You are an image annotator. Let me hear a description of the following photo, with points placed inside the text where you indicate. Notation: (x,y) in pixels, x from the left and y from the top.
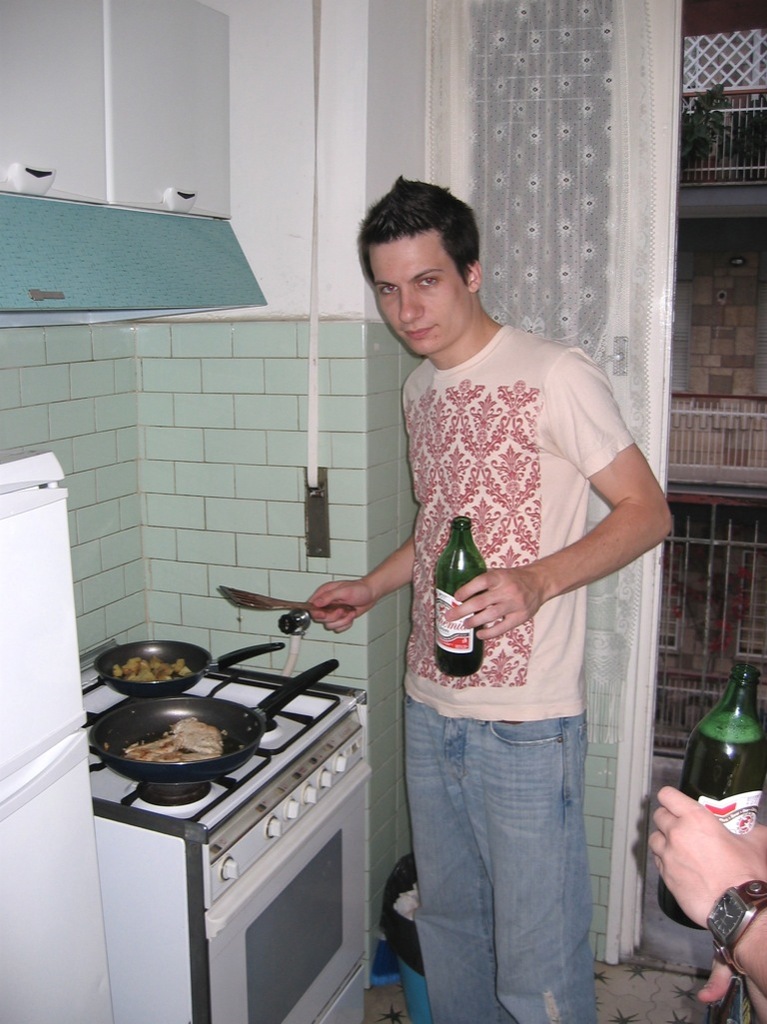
In this image I can see a person (461,206) standing and holding bottle (462,642) and spoon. I can see food (144,676) in pans (155,683). I can see stove (266,810), white color fridge (29,646), curtain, dustbin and wall (286,148). Back I can see building (741,325), fencing (704,170) and small plants (710,132).
